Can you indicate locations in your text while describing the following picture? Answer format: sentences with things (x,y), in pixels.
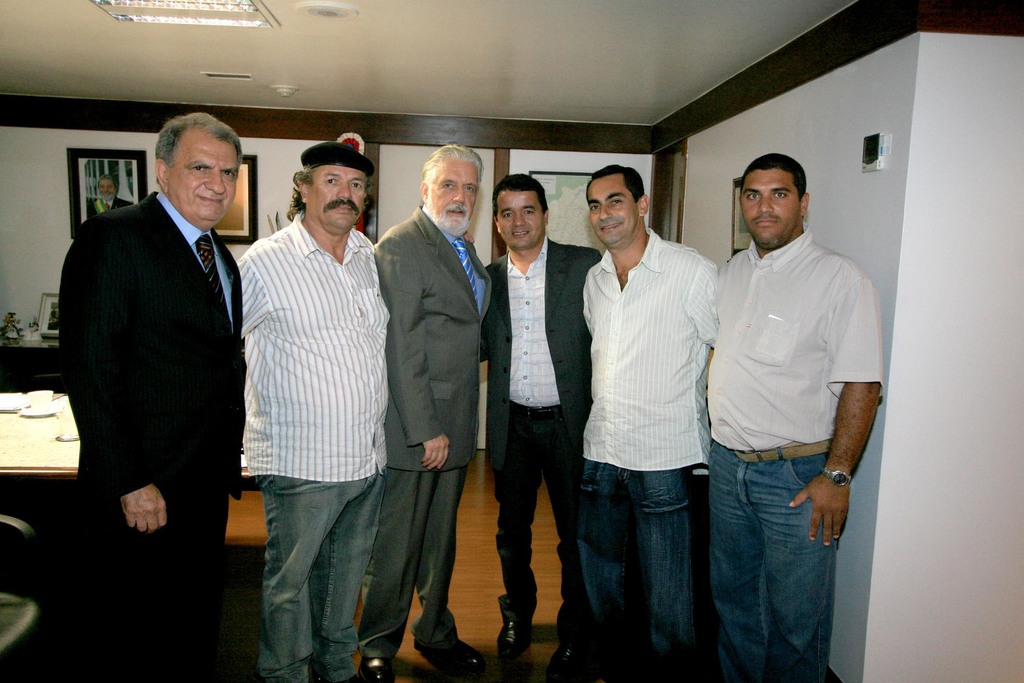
In this image we can see a group of people (522,447) are standing. There are many objects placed on the table (60,465). There are few chairs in the image. There are few photo frames (580,191) on the wall (598,165). There is a light (221,14) attached to the roof (194,29).
